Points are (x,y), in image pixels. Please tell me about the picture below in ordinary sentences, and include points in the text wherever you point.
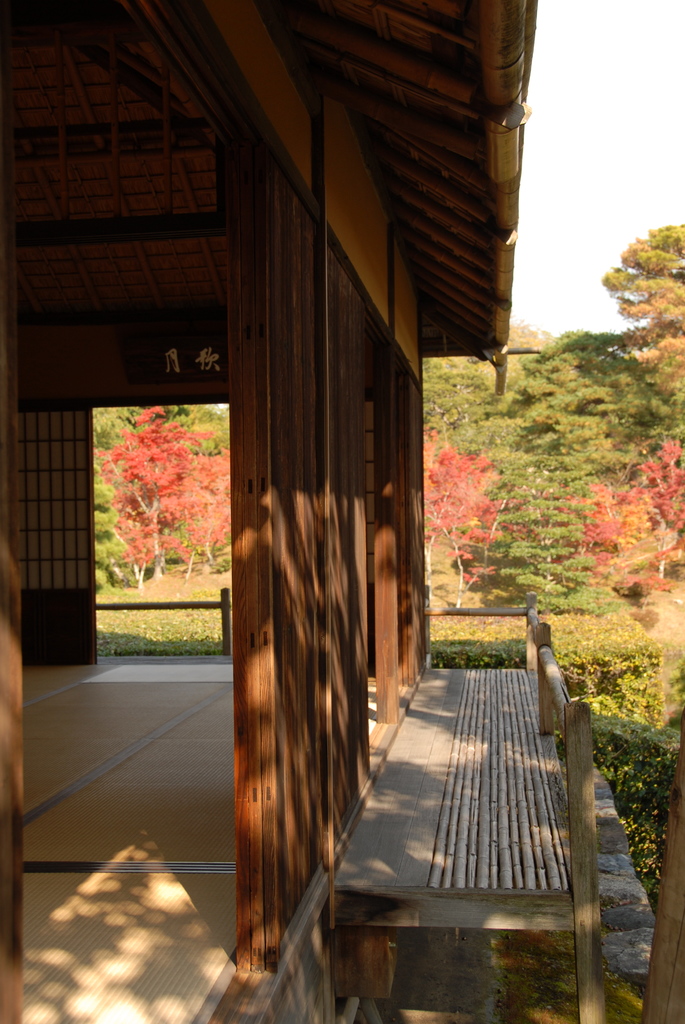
In the foreground of the picture (308,446) there is a house (334,937) build with wood (360,503). In the center of the picture (454,649) there are plants (638,742), flowers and trees (553,417).
